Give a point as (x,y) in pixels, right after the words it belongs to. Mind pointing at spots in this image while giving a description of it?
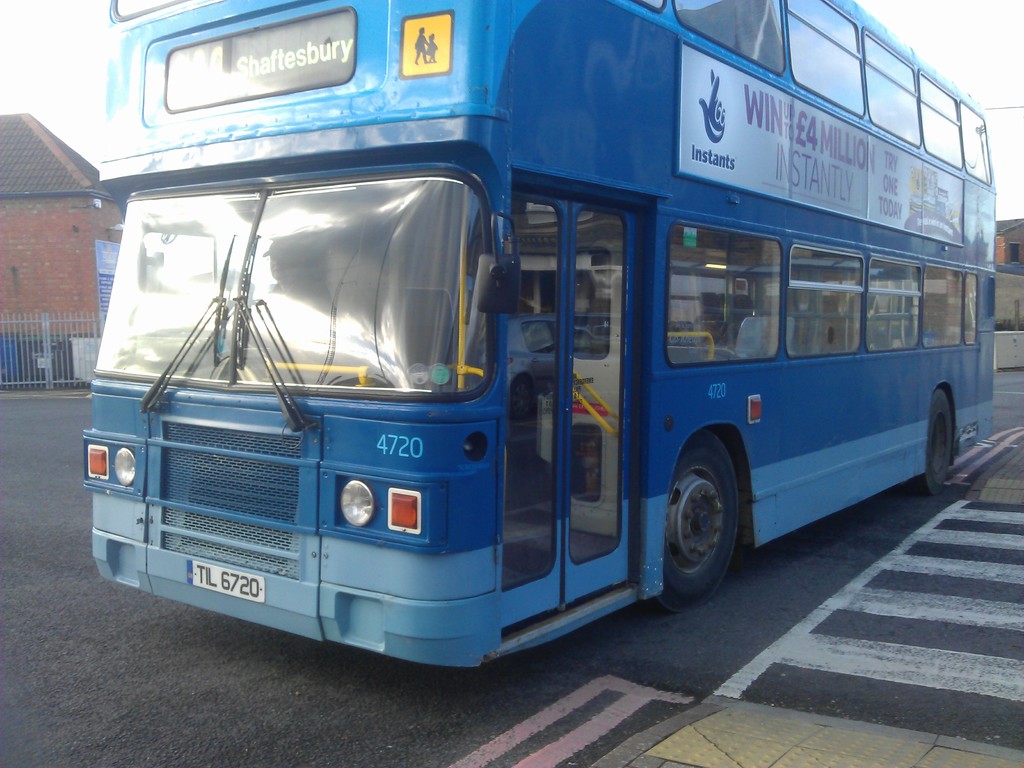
In this image I can see a blue color bus (528,522) is on the road (636,612), on the left side (79,256) there is the brick wall (75,271).
